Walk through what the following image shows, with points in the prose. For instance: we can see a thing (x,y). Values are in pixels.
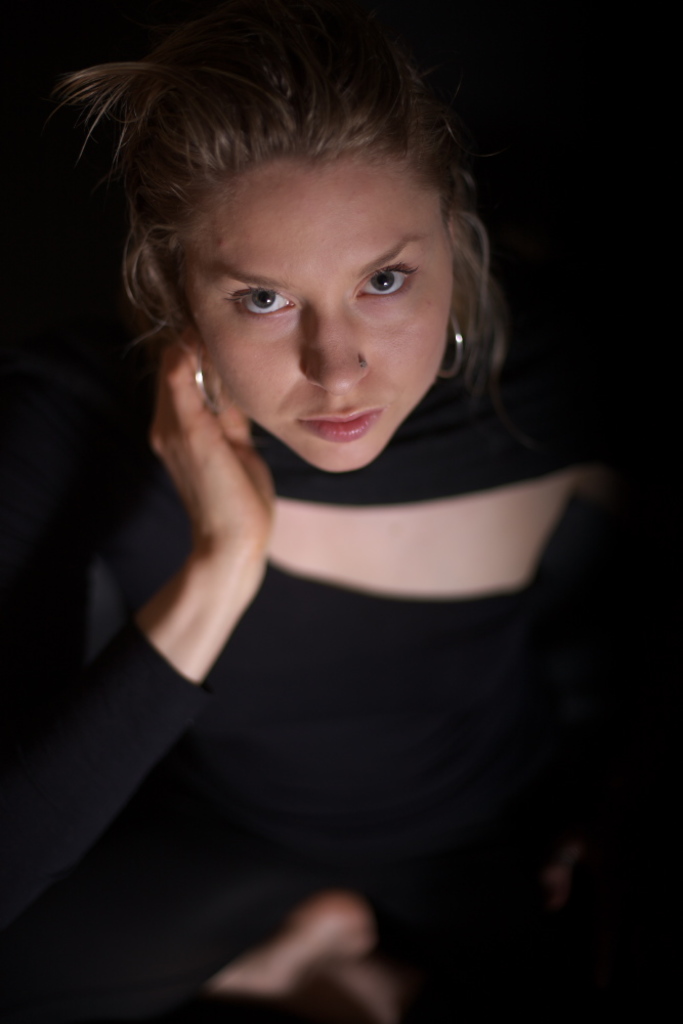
In this image we can see a lady (577,862) wearing black color dress (337,797) and silver color earrings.
